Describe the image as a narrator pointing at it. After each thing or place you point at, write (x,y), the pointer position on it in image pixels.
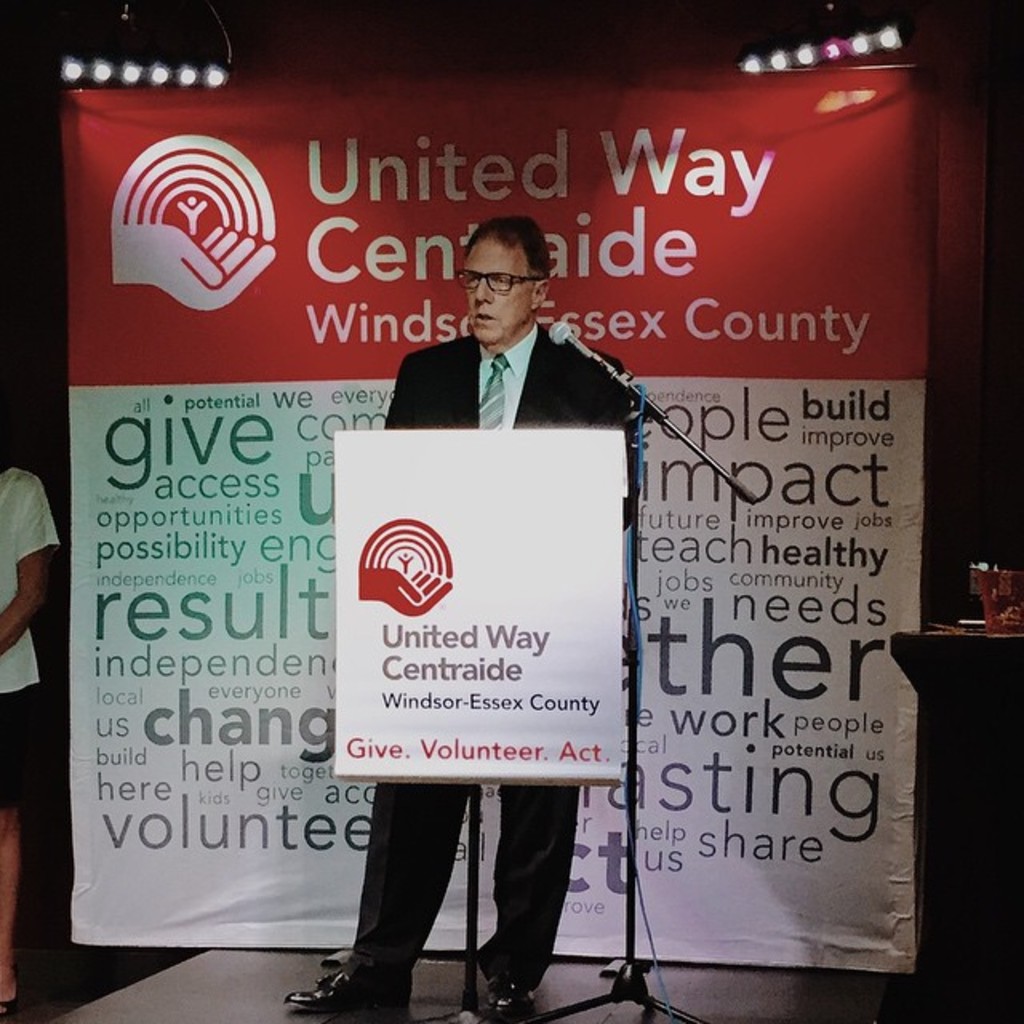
In this image, we can see a few people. We can see a microphone (638,527) and a board (488,552) with some text (450,671) and images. We can see the ground (195,950) and some objects (1012,576) on the right (970,641). In the background (637,87), we can see a poster (822,157) with some images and text (838,558). We can also see some lights (130,83).
